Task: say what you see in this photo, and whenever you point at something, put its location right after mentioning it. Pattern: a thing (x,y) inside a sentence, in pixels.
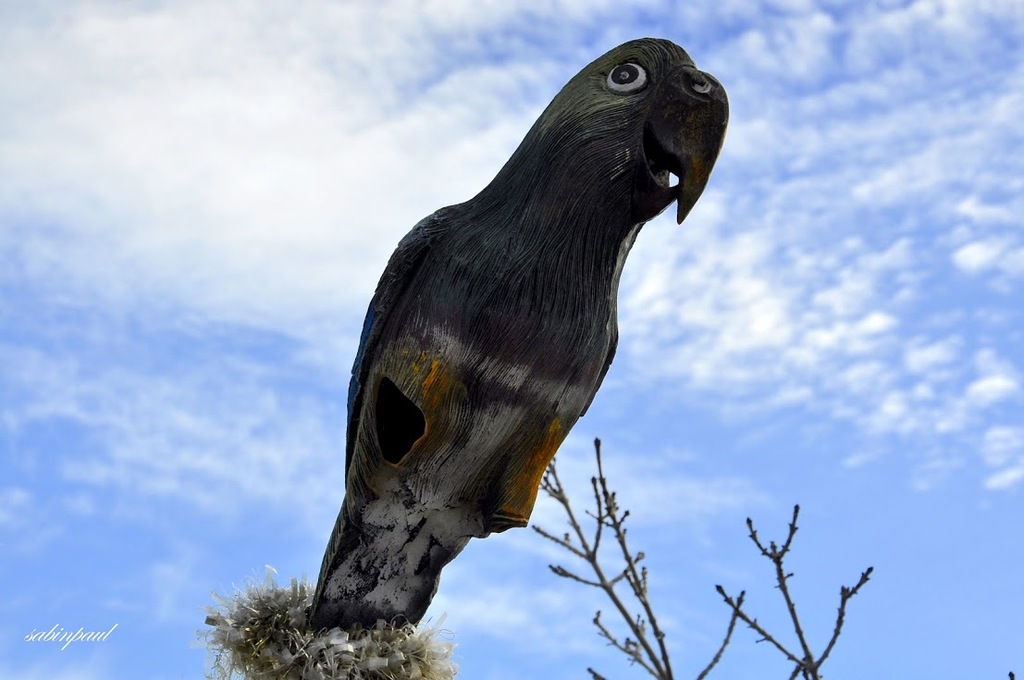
In this image there is a sculpture of a bird (486,417). Right bottom there are few branches (762,628). Background (324,310) there is sky (287,339) with some clouds (821,356).
